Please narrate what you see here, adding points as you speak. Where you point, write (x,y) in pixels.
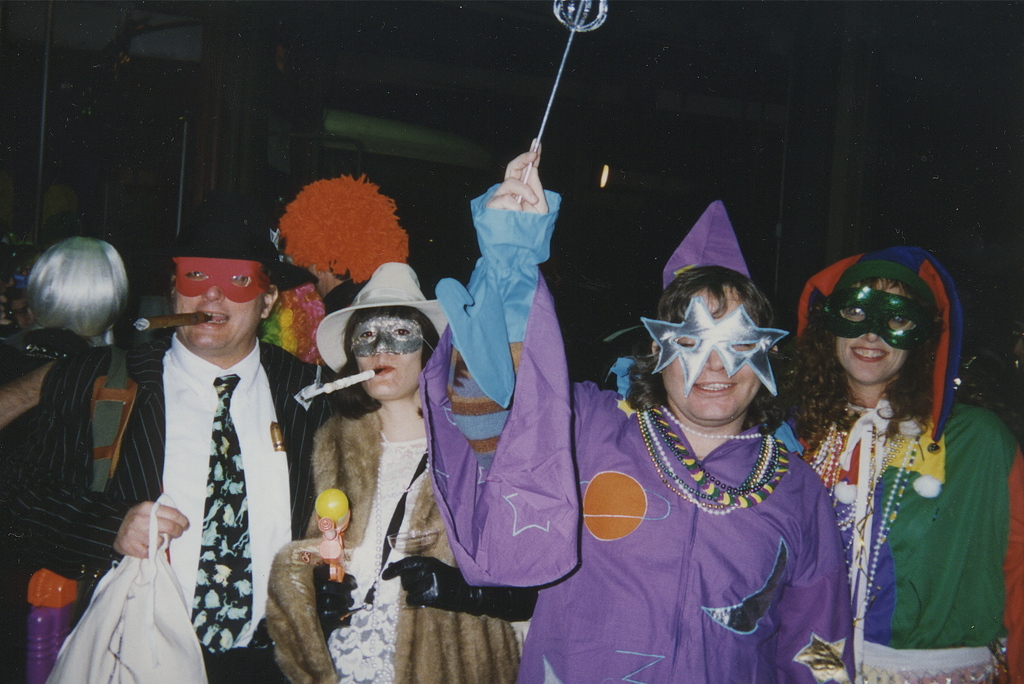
There is a group of persons (519,427) standing and wearing a carnival dress (553,346) is at the bottom of this image (291,491).
